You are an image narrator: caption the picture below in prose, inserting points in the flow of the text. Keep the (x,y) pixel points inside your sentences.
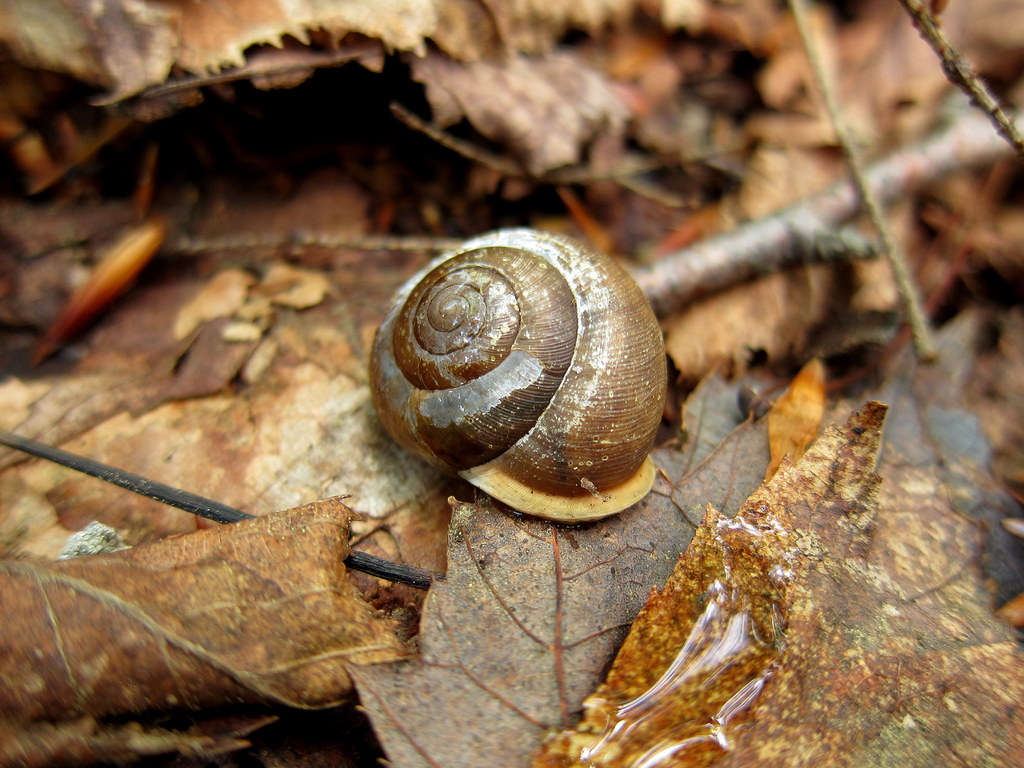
In the middle (605,421) I can see a snail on the ground (720,566). The background (117,71) Is covered with leaves (260,57) and sticks (922,172). This image is taken may be during a day.
